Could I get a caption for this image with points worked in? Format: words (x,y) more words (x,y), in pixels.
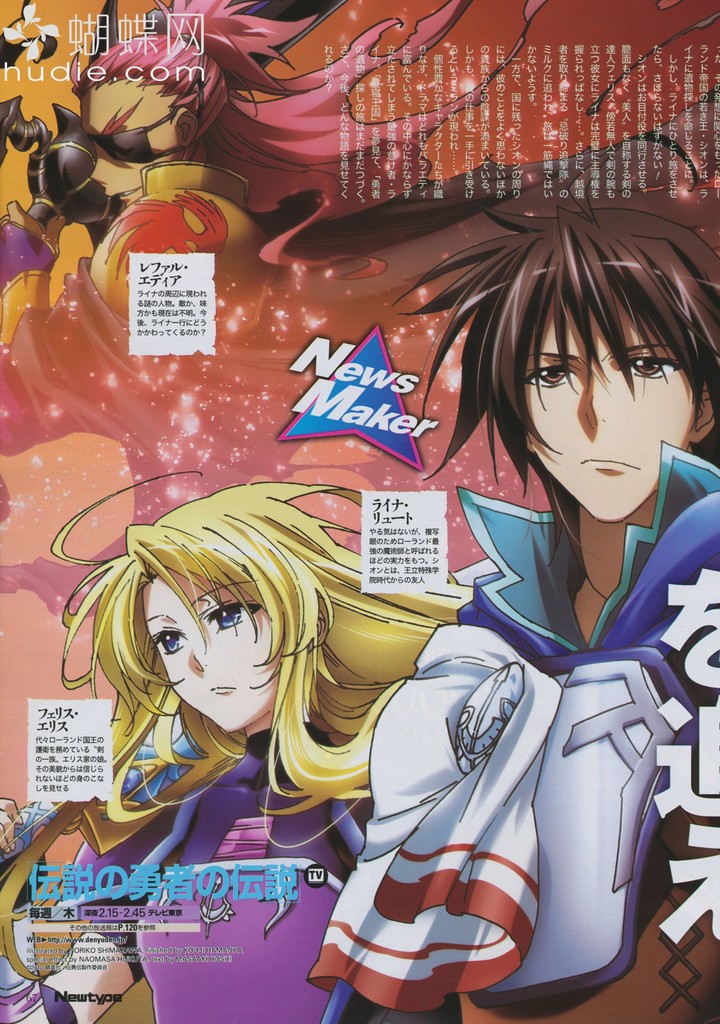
Animated poster. On this poster we can see animated people (256,731). Something written on this poster.
